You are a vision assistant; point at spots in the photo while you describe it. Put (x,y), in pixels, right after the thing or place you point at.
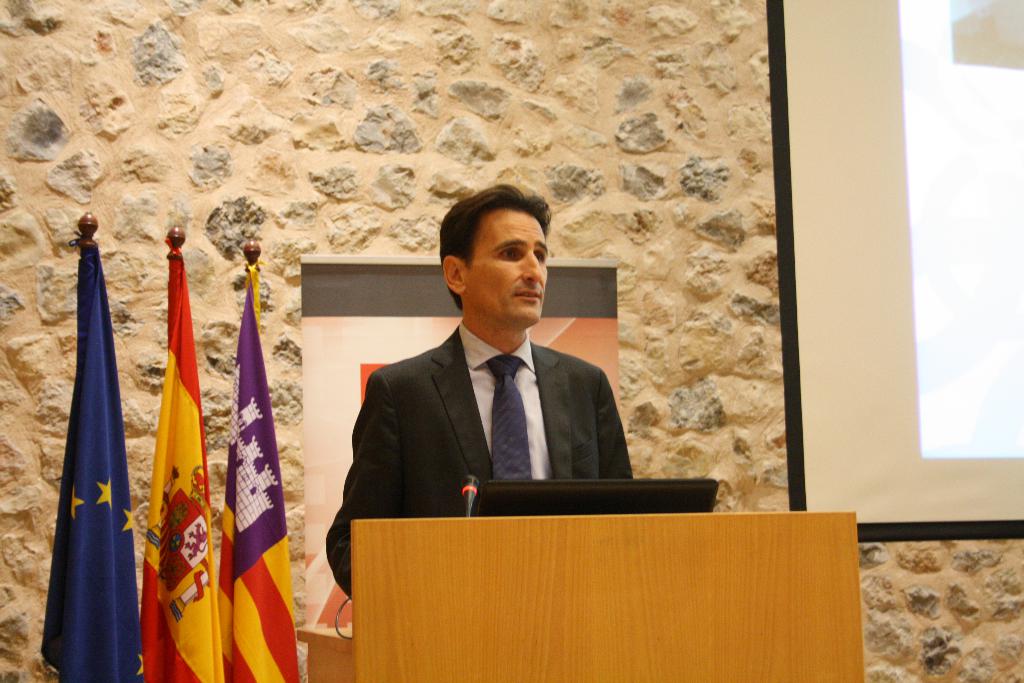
In this image I can see the person (432,448) is standing in-front of the podium (488,564). The person (388,423) is wearing the black color blazer (396,400), white shirt (487,382) and tie (504,433). There is a mic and laptop (568,486) on the podium (437,523). To the left (180,444) I can see the flags (178,459) which are colorful. In the back (481,90) there's a wall (592,124) and the screen (850,322).
